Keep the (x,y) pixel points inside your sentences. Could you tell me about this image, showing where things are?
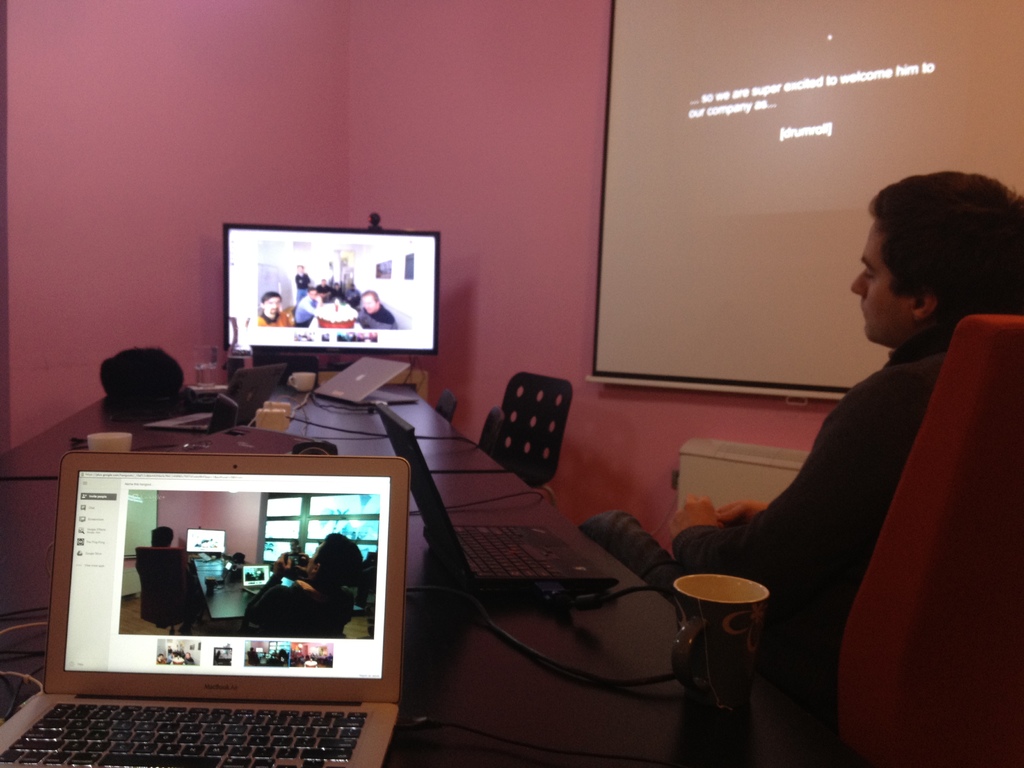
Bottom right side of the image (936,717) a man (932,230) is sitting on a chair (933,399). Top right side of the image (834,84) there is a screen (760,48). Top left side of the image (240,30) there is a wall (4,255). Bottom left side of the image (16,550) there is a table (565,623), On the table (683,748) there is a laptop (311,605). In the middle of the image (379,281) there is a screen (291,265).
